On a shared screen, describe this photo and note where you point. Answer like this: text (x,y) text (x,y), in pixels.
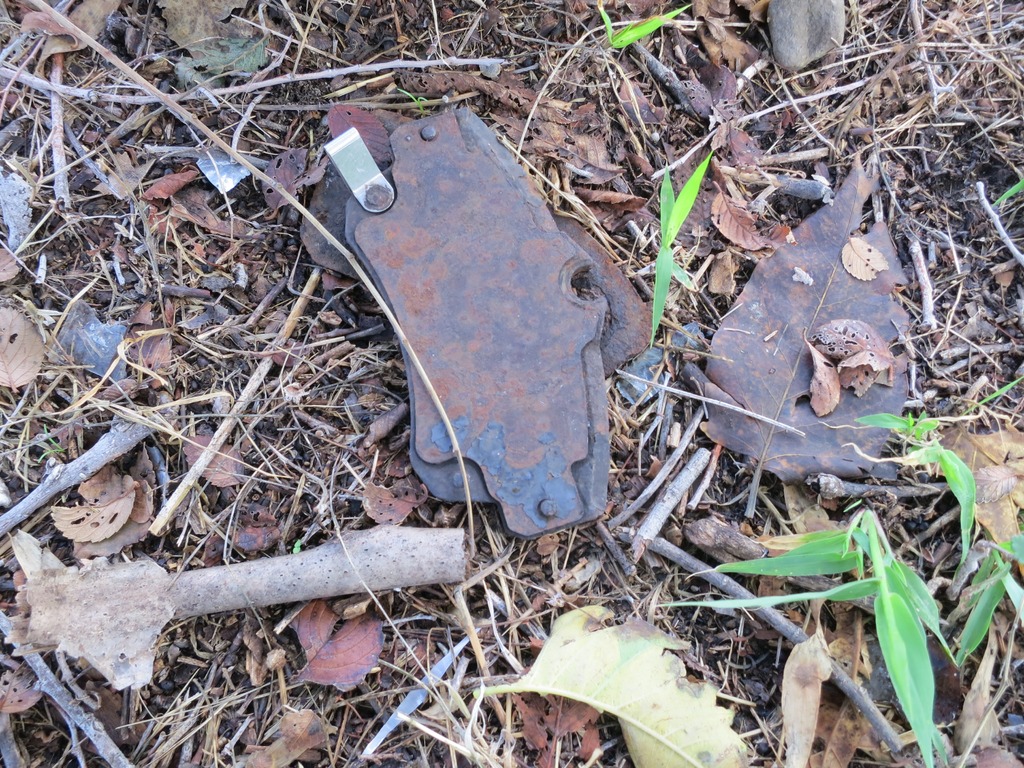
In the image we can see the leaves (658,626), dry leaves (139,598) and small wooden sticks (233,572). Here we can see a metal object (488,332).
